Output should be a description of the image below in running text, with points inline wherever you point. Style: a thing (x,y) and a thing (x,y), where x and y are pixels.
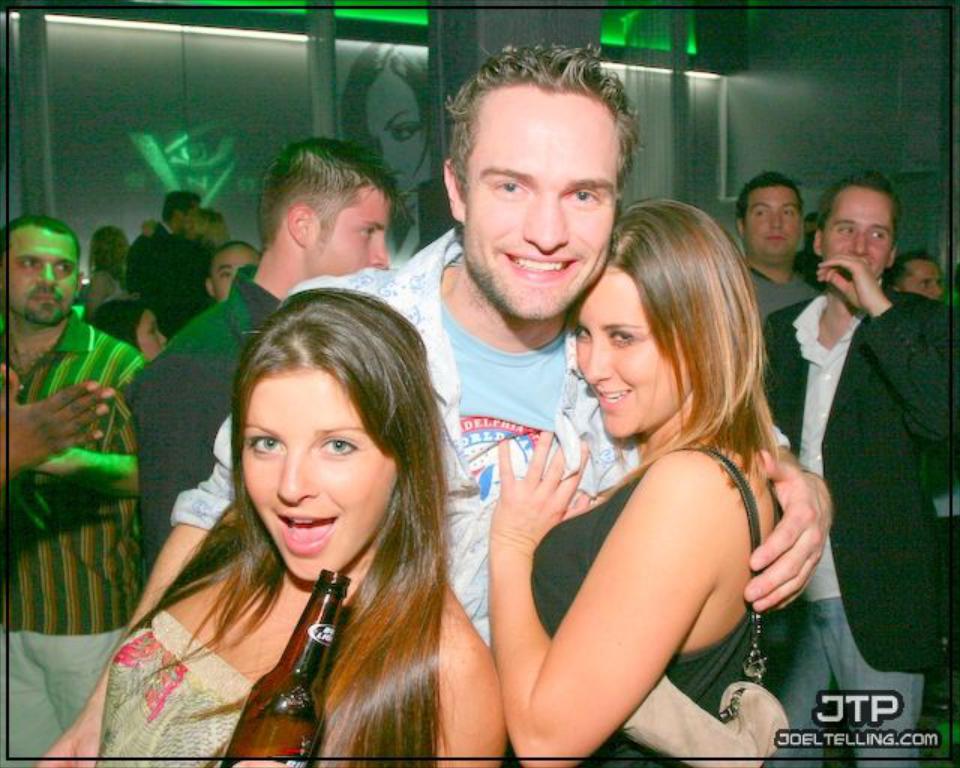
This picture shows a group of people (402,379) standing and a girl (200,621) holding a bottle (334,609) in her hand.
